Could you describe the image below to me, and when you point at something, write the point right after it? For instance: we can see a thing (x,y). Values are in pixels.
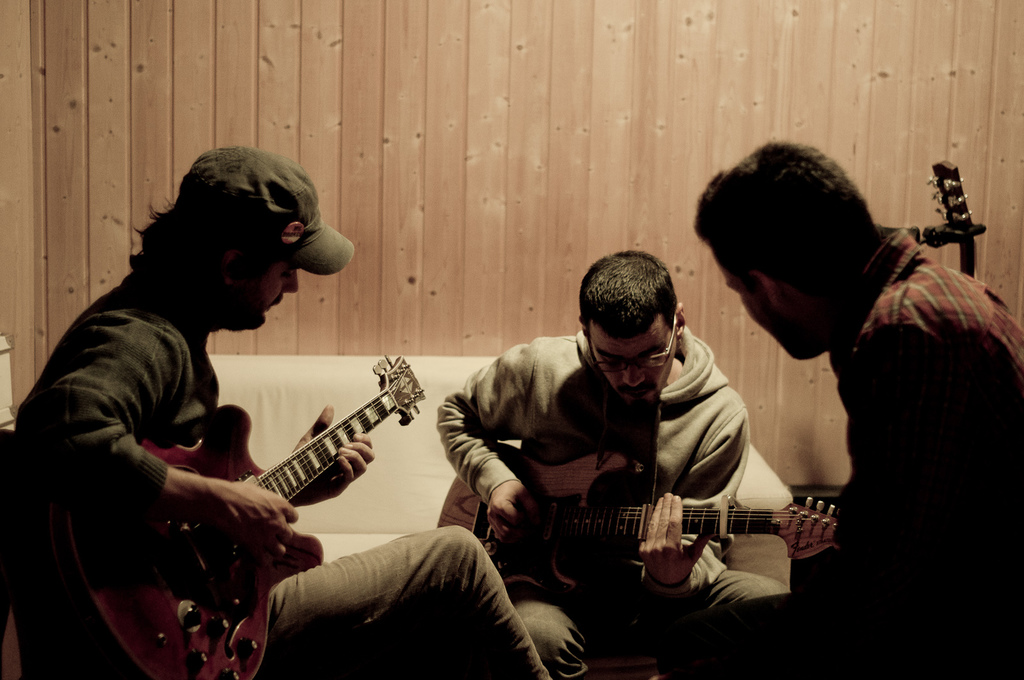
There are three people (561,403) sitting and two playing guitar (215,570). This is a couch (331,384) with white color. At background (374,295) this looks like a wooden wall (595,169).
